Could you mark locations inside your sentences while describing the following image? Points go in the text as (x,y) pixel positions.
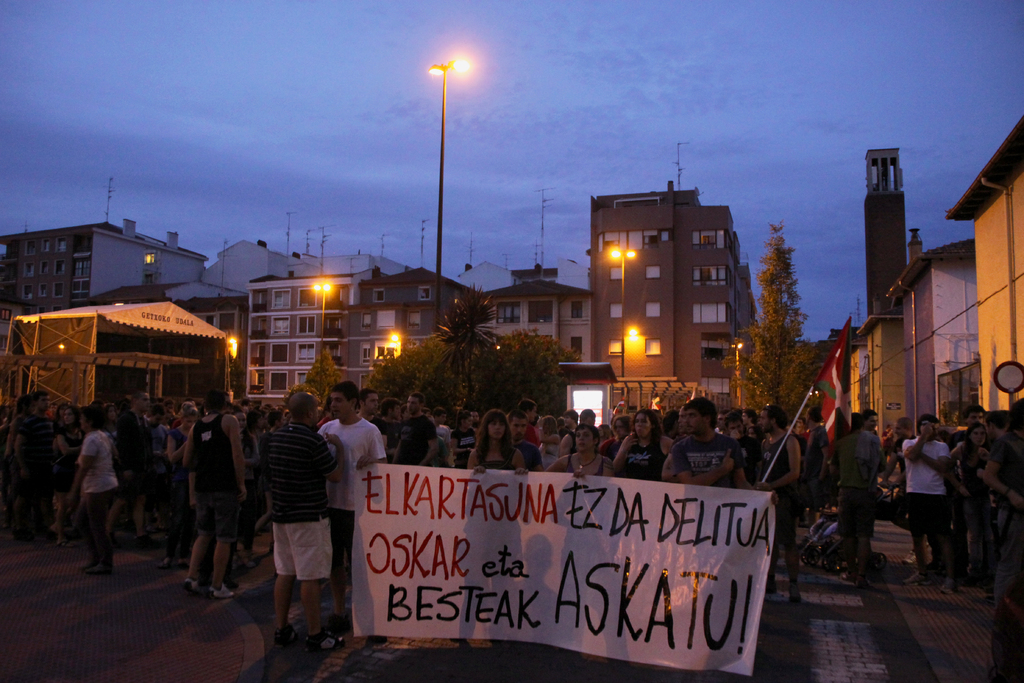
This picture shows few buildings (631,275) and few people (800,487) standing and they are holding a banner (526,524) in their hands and we see a flag (848,351) and few pole lights (319,288) and we see trees (780,265) and a blue cloudy sky (616,100).
